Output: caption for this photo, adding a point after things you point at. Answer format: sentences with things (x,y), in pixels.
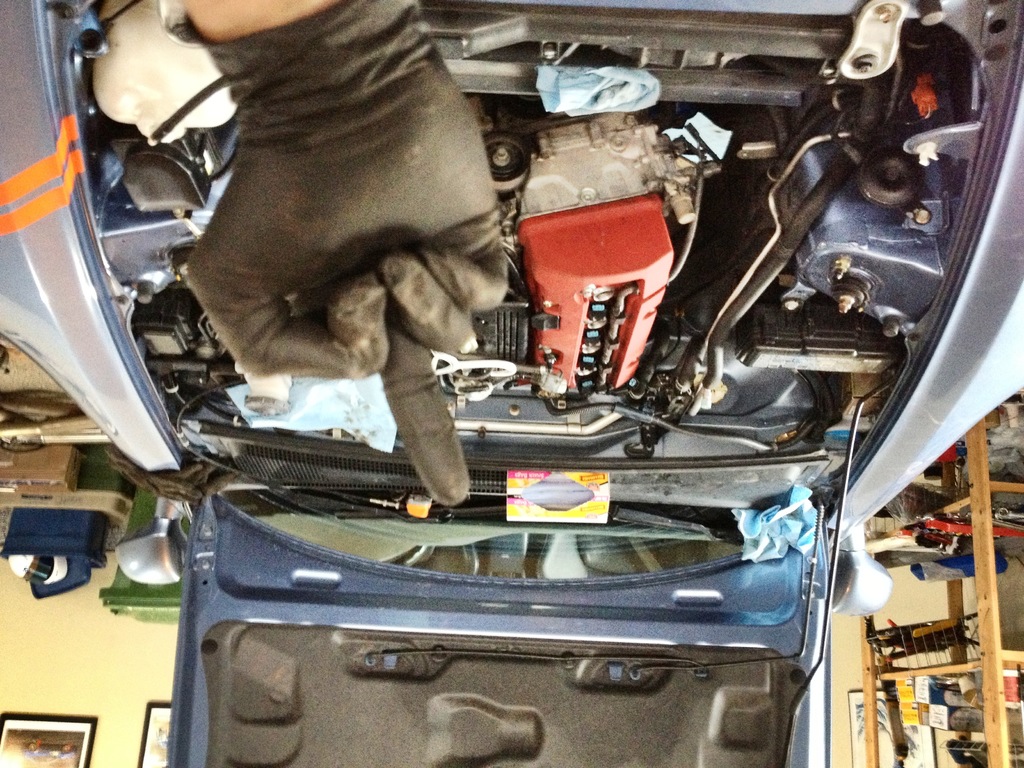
In this image there is the front part of the car (460,596). The bonnet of the car (653,416) is open. There are engines (540,268) and machines (584,239) in the car (621,246). In the bottom right (990,643) there is a wooden rack (992,615). There are objects (934,681) in the rack (912,669). In the background (71,682) there is a wall (84,634). There are picture frames (77,750) hanging on the wall (109,741). At the top (318,105) there is a hand (285,119) of a person (276,159).
